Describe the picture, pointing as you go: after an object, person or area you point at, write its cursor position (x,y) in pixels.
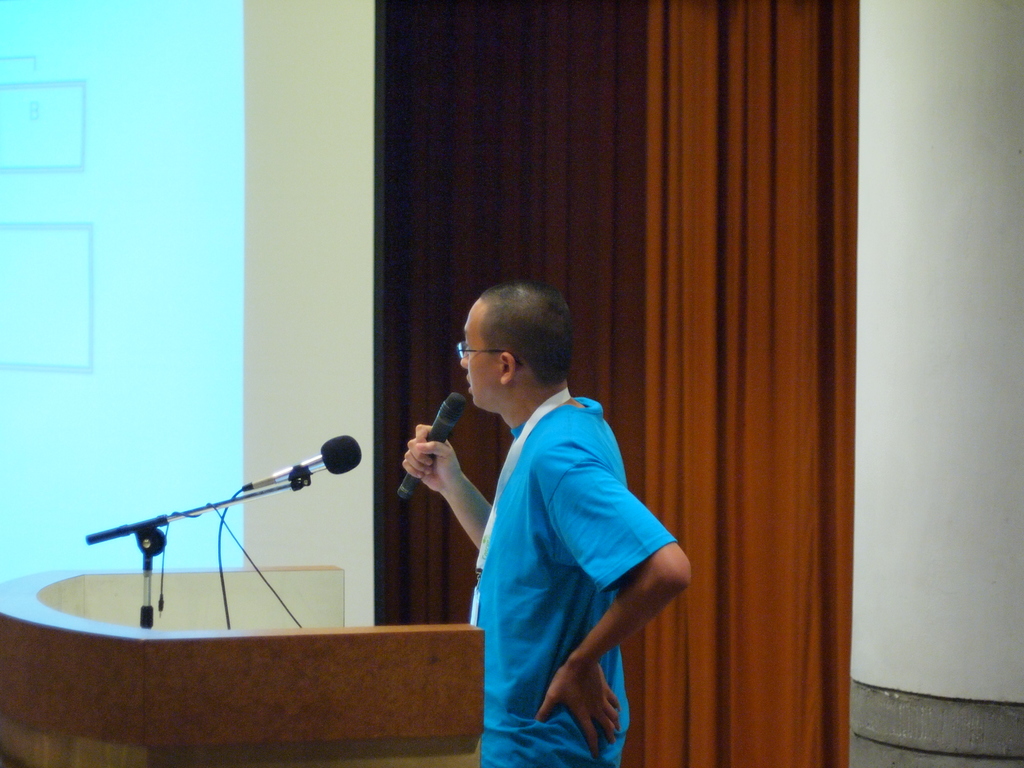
In this picture we can see a man (585,728) wore a spectacle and holding a mic (445,412) with his hand (443,463) and standing at the podium (201,683) with a mic (328,460) on it and in the background (79,77) we can see screen (97,340).
